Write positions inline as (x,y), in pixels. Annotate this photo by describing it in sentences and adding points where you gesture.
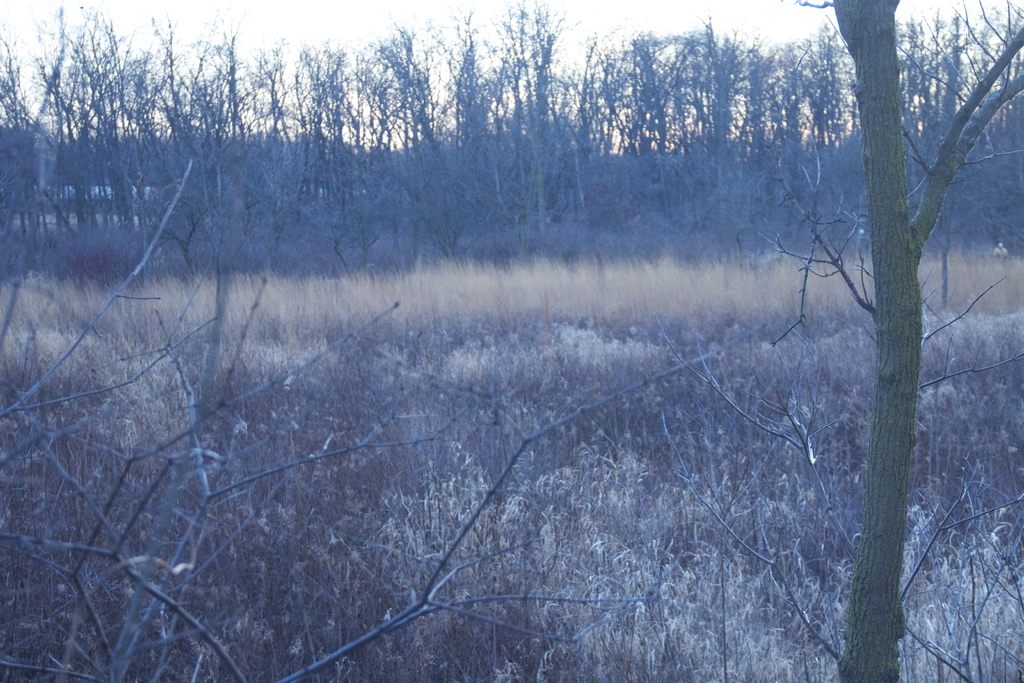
This is an outside view. At the bottom (640,558), I can see the grass (484,549). On the right side (887,259) there is a tree trunk (898,537). In the background (529,147) there are many trees (389,175). At the top (289,34), I can see the sky (303,25).
